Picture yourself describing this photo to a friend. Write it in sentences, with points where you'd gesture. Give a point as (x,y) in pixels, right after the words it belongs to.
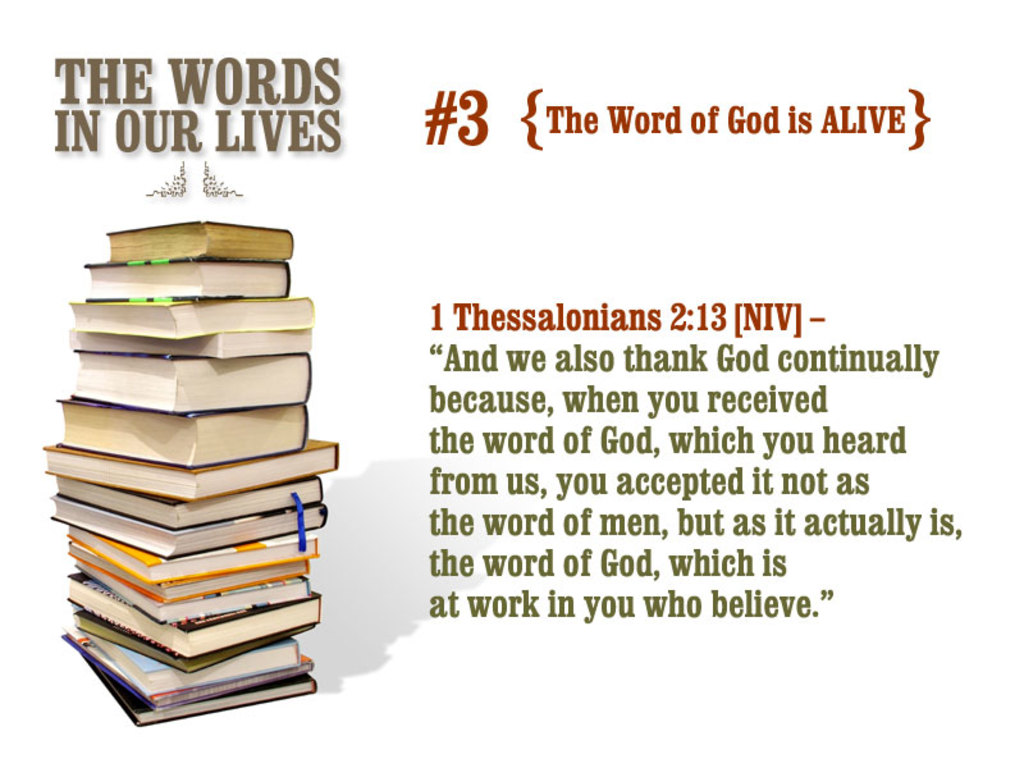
In this picture I can see the edited image. On the left (232,320) I can see many books (211,664). On the right (724,480) I can see the article (776,496).
